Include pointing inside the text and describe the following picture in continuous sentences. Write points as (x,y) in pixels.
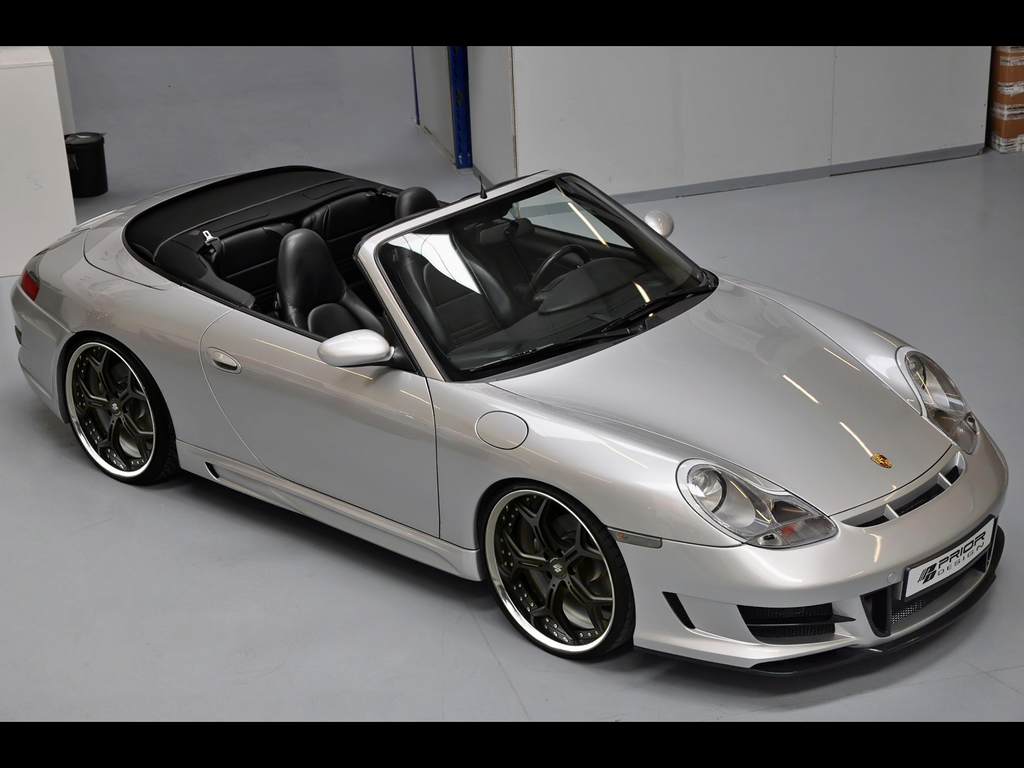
In this image I can see car (312,370) on the ground (143,142). Here I can see black color object (99,135) and white color wall (693,90).
